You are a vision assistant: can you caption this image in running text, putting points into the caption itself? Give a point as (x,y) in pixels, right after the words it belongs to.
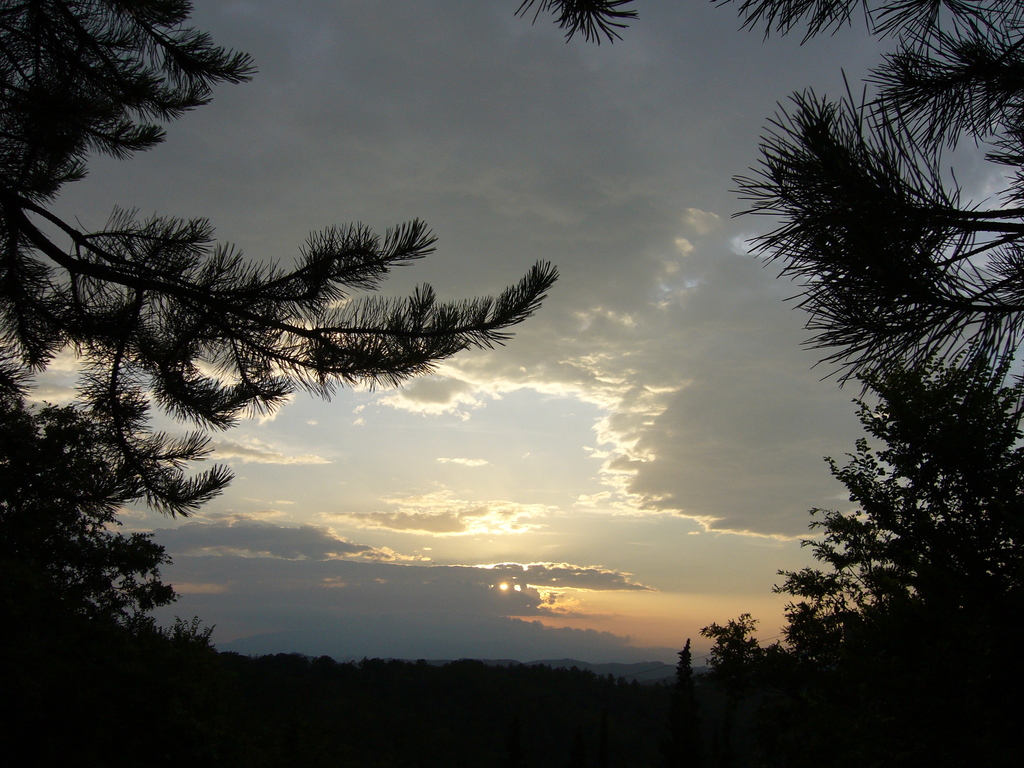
This image is taken outdoors. At the top of the image (369,157) there is the sky (569,533) with clouds (549,568) and sun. On the left (83,336) and right sides of the image there are a few trees (929,197) with leaves (135,472), stems (53,244) and branches (846,228). At the bottom of the image (351,714) there are a few trees (380,718) and plants (615,702) on the ground (470,721).
